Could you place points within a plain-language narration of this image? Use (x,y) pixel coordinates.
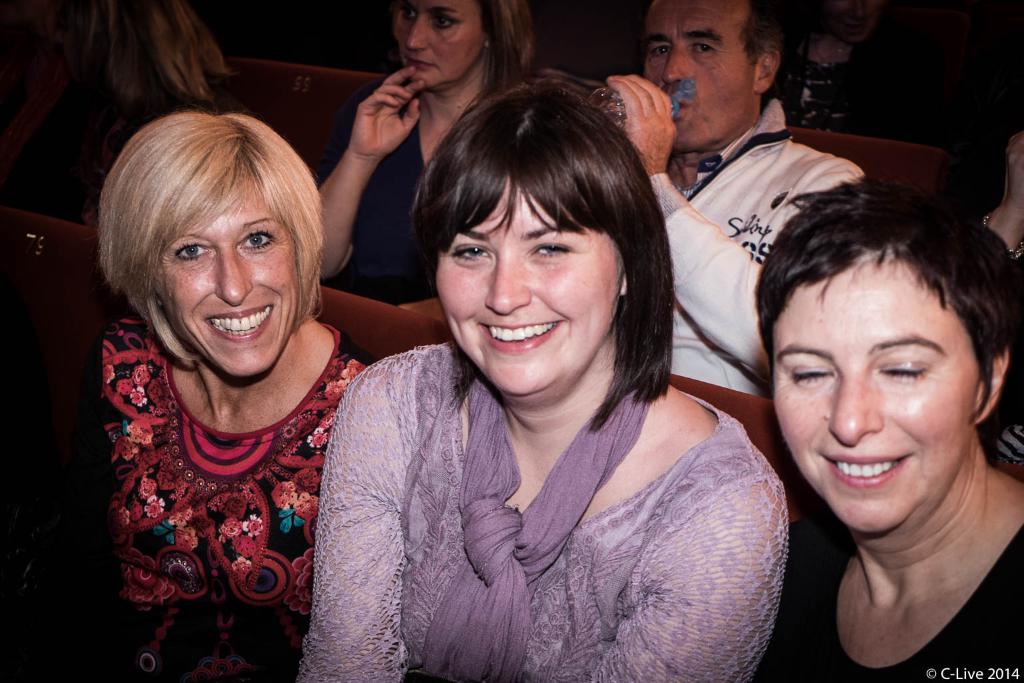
In the picture I can see people (513,346) are sitting on chairs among them these three women (509,377) are smiling and the man (730,175) in the background (713,218) is holding a bottle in the hand (655,145). On the bottom right side of the image (990,681) I can see a watermark (1007,670).
